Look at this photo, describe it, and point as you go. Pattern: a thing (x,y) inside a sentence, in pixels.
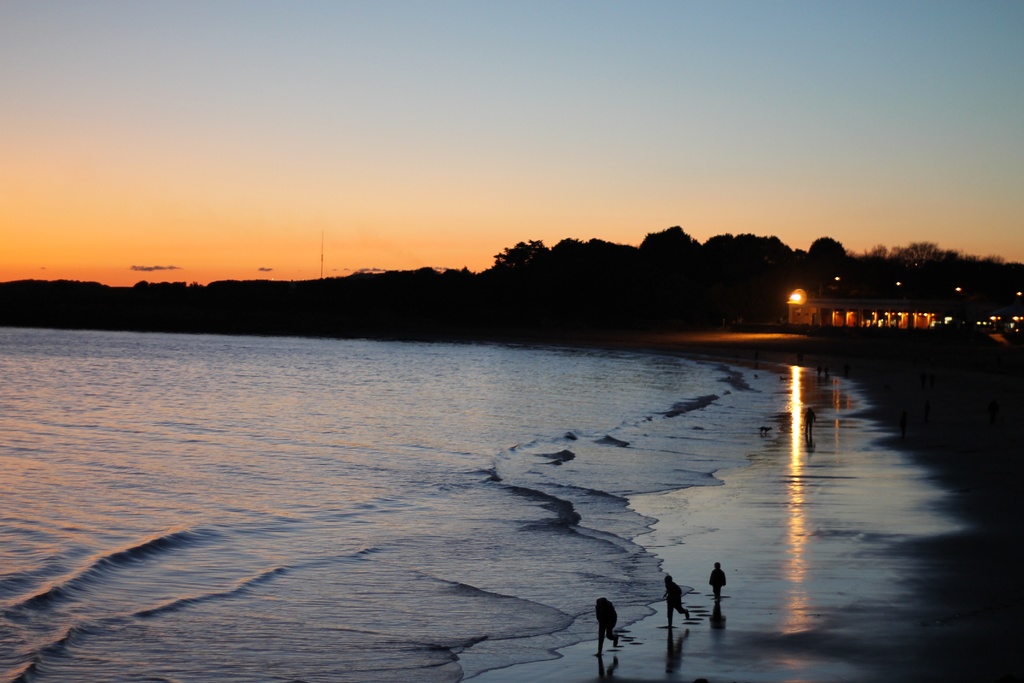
In this image we can see some people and an animal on the seashore (816,603). We can also see a large water body (555,468), a group of trees (747,297), a building (792,308), some lights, a pole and the sky (487,143) which looks clear.
